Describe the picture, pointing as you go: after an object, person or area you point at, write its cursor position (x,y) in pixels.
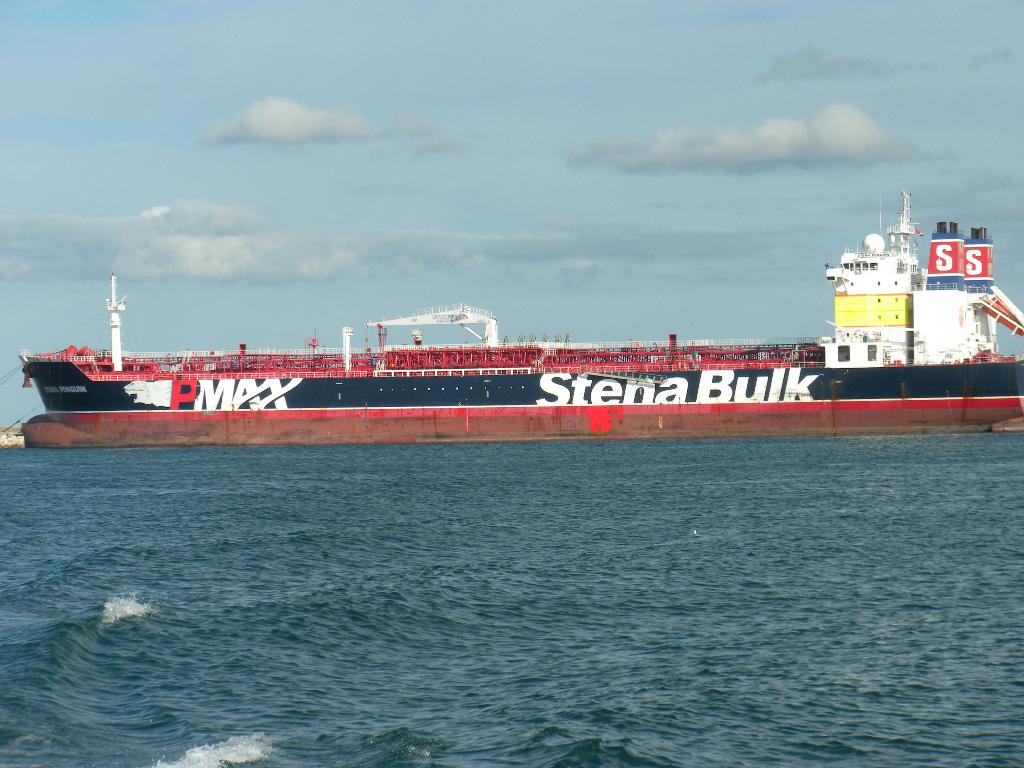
In this image we can see a ship (405,427) on the ocean (378,570), also we can see the cloudy sky (595,157).
